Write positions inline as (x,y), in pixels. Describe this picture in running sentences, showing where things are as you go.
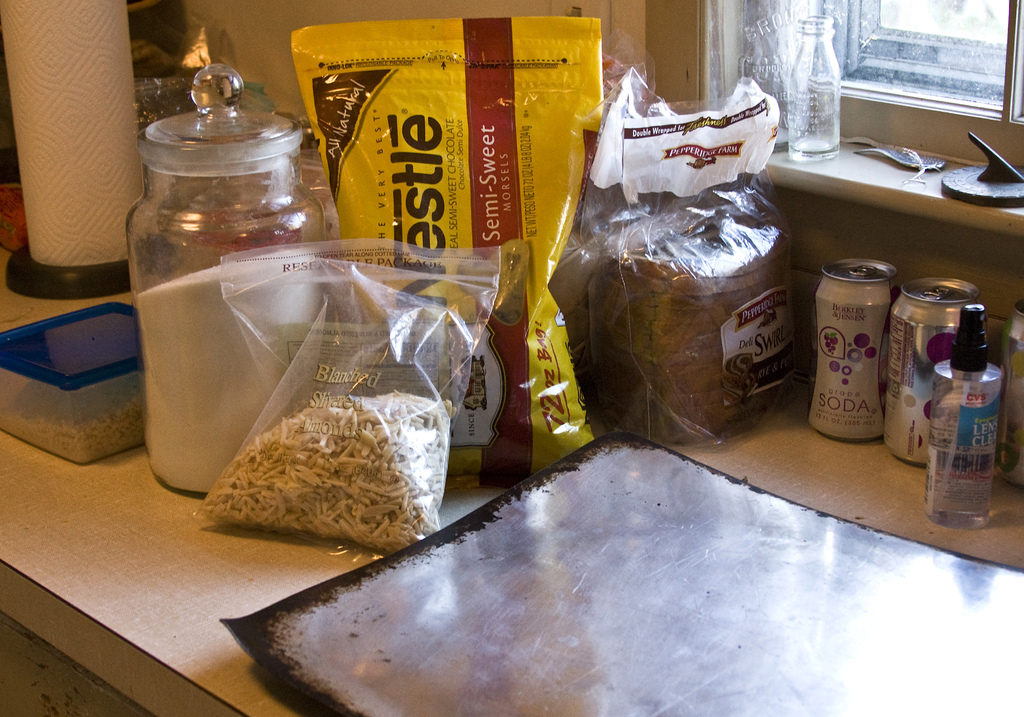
On this table (64,474) there are tins (915,333), food covers (721,293), jar (241,374), box (8,378) and bottles (950,435). This is window (945,62).
